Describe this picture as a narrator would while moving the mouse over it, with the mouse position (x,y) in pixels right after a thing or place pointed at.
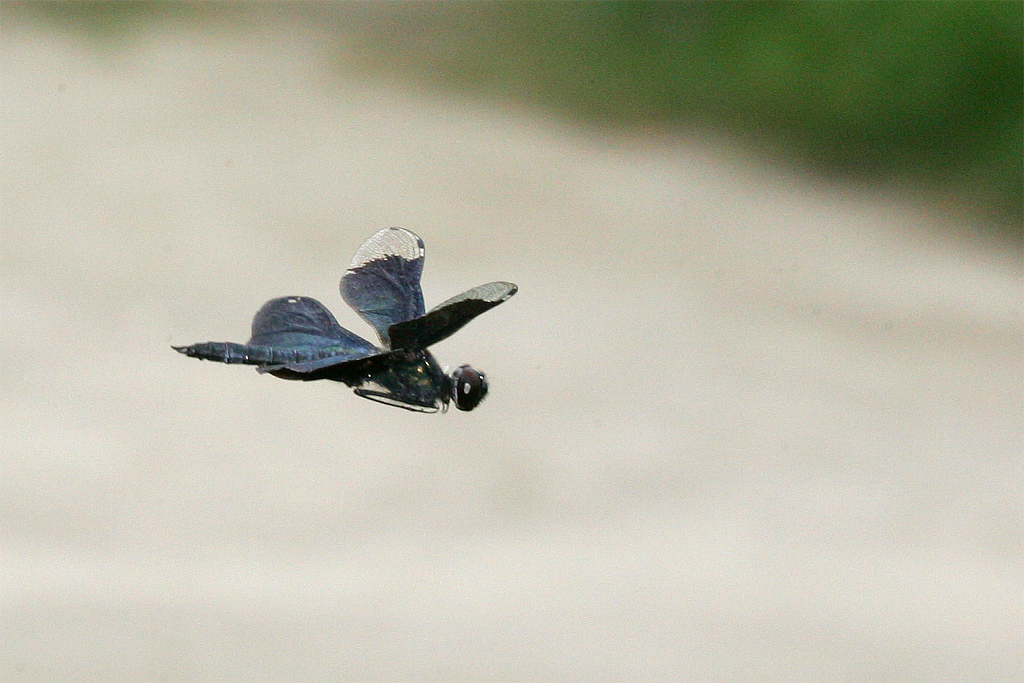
In this image in the center (420,386) there is one dragonfly (355,342), and the background (648,461) is blurred.
